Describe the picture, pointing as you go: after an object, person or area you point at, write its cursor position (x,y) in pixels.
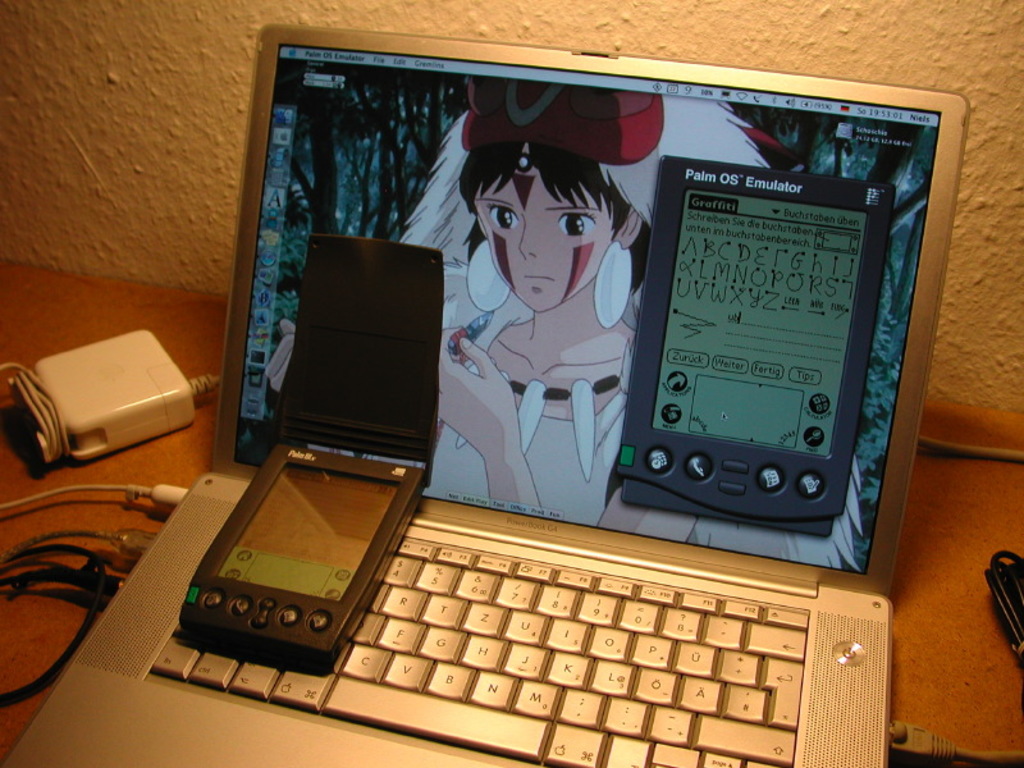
In this image we can see a laptop (697,629) opened where we can see an animated image (520,394) on the monitor (608,227) and we can see a gadget (371,551) is placed on the keyboard (581,756). Here we can see wires (68,581) and adapter (116,431) placed on the wooden table (34,642). In the background (451,2), we can see the wall (90,72).
